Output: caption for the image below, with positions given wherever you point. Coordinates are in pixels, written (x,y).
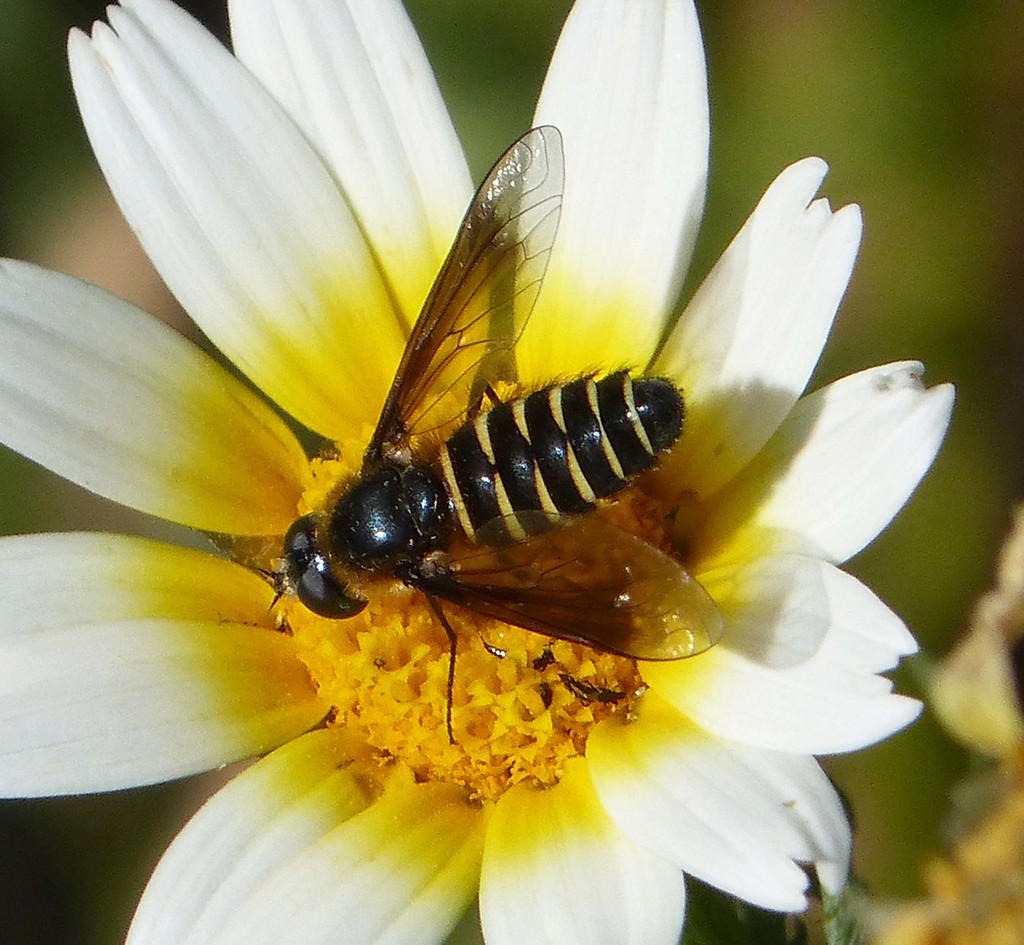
In the image we can see there is a bee (509,469) sitting on the flower (485,670) and background of the image (1008,857) is blurred.
